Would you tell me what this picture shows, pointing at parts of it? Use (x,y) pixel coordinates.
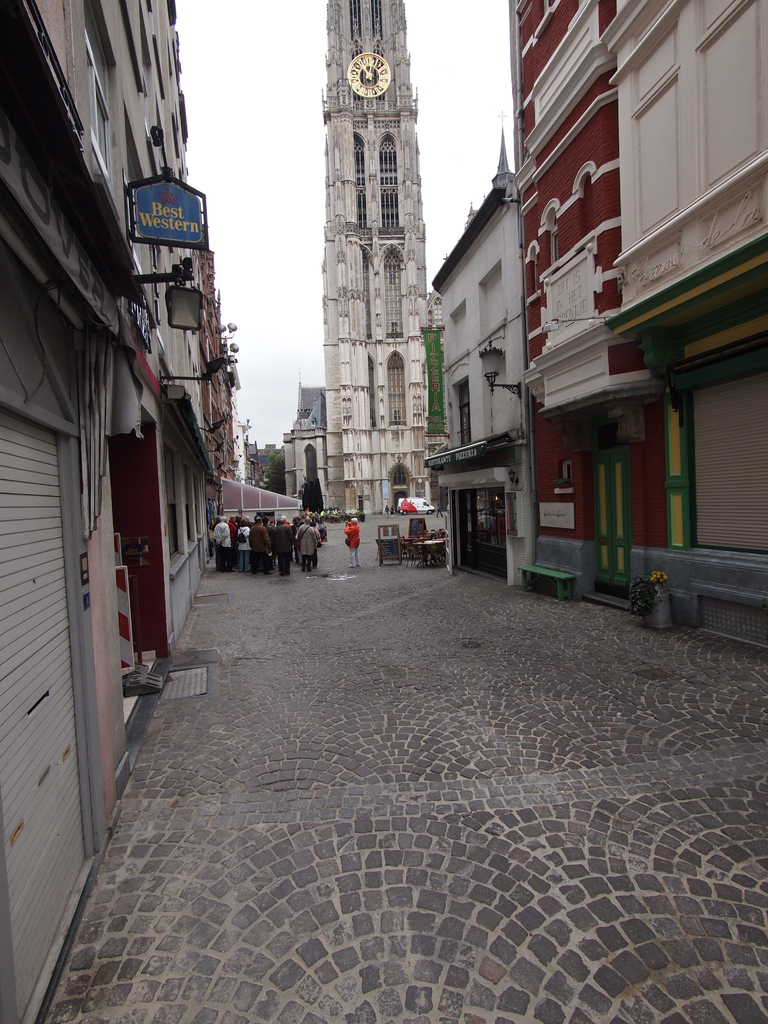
In this picture we can see some people (256,568) are standing on the path (232,590). On the left side of the people (256,525) there are buildings (135,274) and on the building (155,289) there is a board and on the right side of the people (283,541) there is a bench (537,573) and a banner (437,339) to the building (464,388). In front of the people (269,531) there is a clock tower (340,472) and a vehicle (404,507) on the road (402,523). Behind the tower (355,421) there is a tree (280,461) and the sky (262,86).
